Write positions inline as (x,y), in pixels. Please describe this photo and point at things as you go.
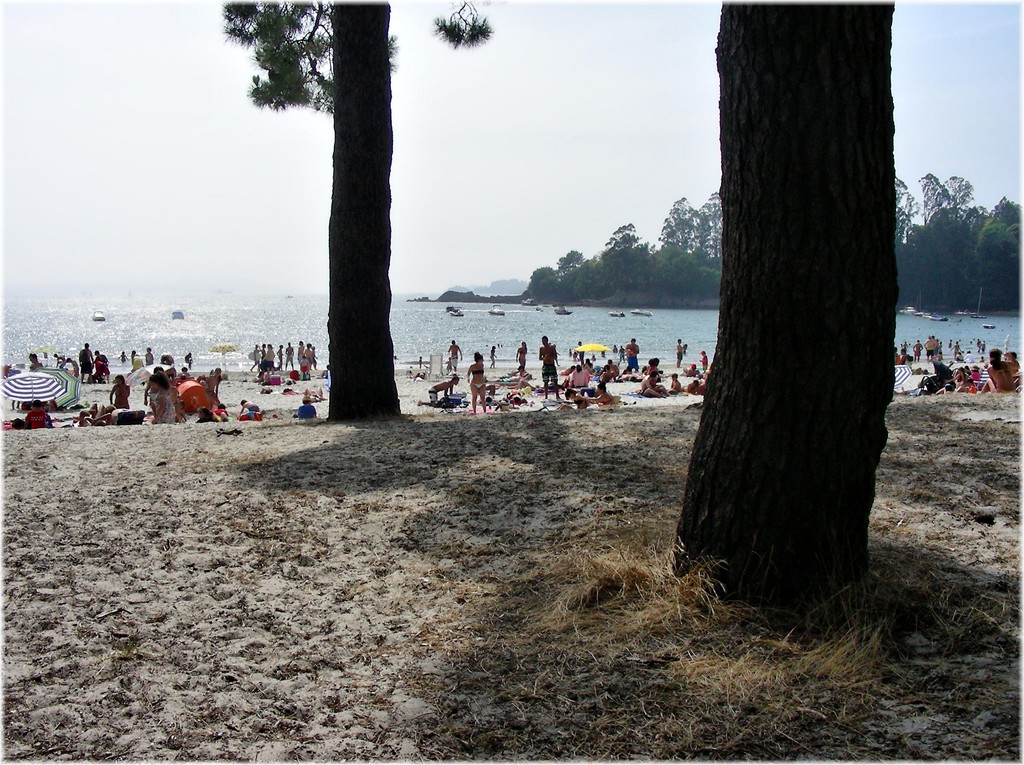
In this image, we can see people (657,395) and there are umbrellas (227,347), chairs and some other objects (520,401). At the top (434,185), there is sky (666,178) and in the middle (407,294), there are boats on the water (393,322) and we can see sand (416,638).
